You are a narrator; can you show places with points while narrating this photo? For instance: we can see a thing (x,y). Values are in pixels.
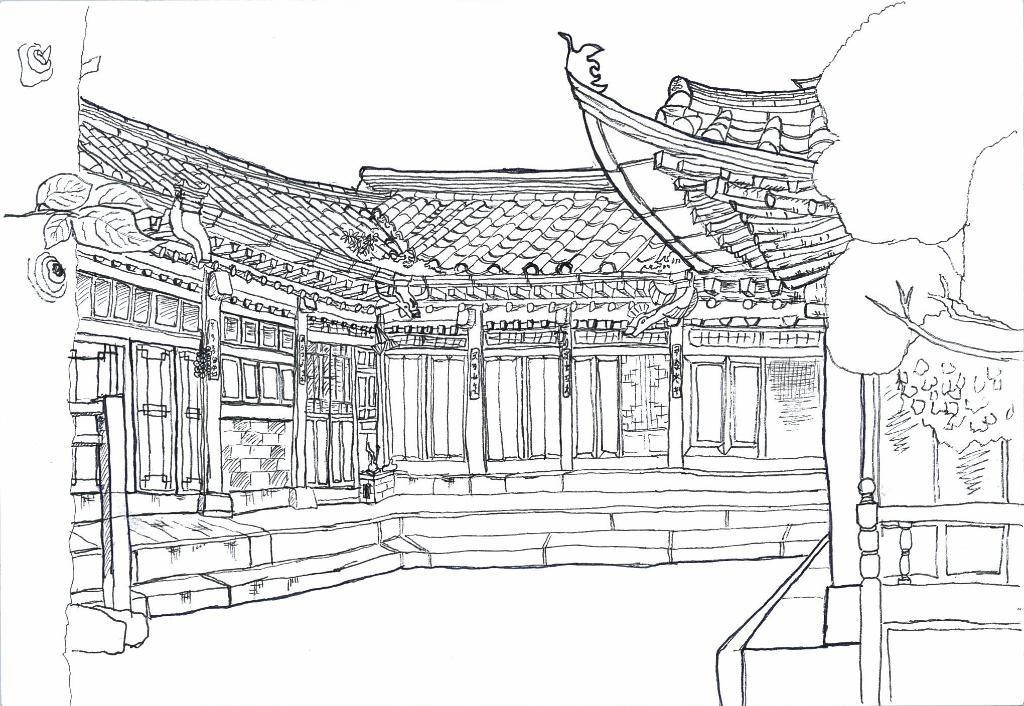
In this image I can see an art (704,214) of a building (224,422) on the paper (573,454) and the art (584,452) is in black color.
